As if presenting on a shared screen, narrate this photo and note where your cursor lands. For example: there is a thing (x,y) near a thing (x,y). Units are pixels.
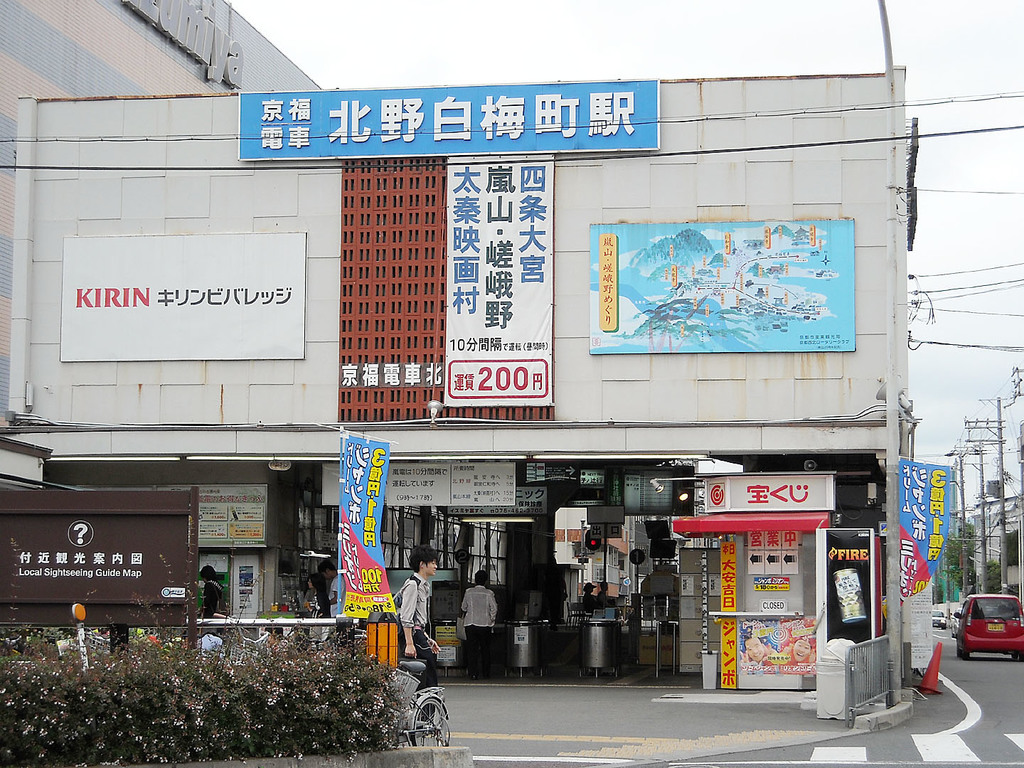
In this image I can see few buildings (768,365), boards (441,617), banners (376,504), few stores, current poles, wires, fencing (862,678), traffic cone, small plants (316,705) and few vehicles (1023,645) on the road (958,713). I can see few people (325,607) and the sky (407,51) is in white color.
